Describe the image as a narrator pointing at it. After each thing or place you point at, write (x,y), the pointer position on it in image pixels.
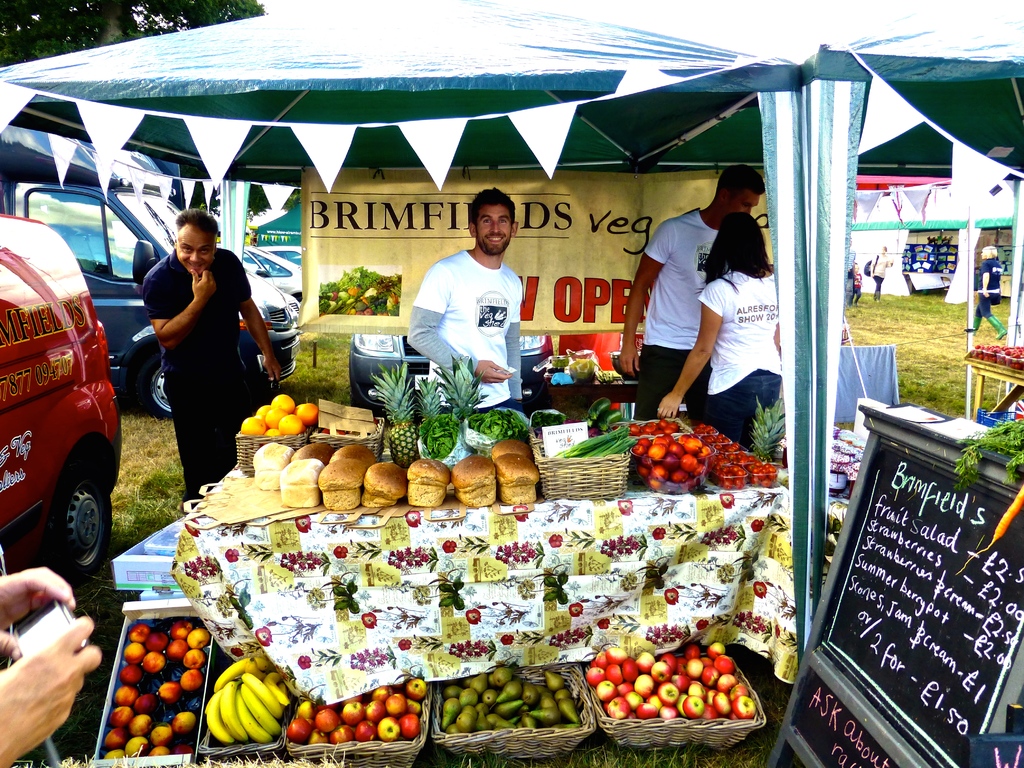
In this image, in the left corner (42,580), we can see the hand (34,719) of a person (85,657) holding a camera (58,629). On the left side (8,539), we can see a car (27,355). On the right side (949,590), we can see a black color board (958,545) with some text (955,548) written on it. On the right side (963,46), we can see a tent (982,80) and a group of people (991,316) are walking on the grass (910,322) and some vegetables (1008,355) which are placed on the table (977,388). In the middle of the image (506,276), we can see a group of people (757,311) are standing in front of the table (432,528), on the table (430,422), we can see some vegetables (615,419) and fruits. In the background (328,328), we can see some hoardings (571,243) with some pictures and text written on it. At the top (303,130), we can see some tent (645,117), flags (100,151). In the background (93,188), we can also see another vehicle (74,185), trees (104,21), at the bottom (745,755), we can see a grass (745,755).
